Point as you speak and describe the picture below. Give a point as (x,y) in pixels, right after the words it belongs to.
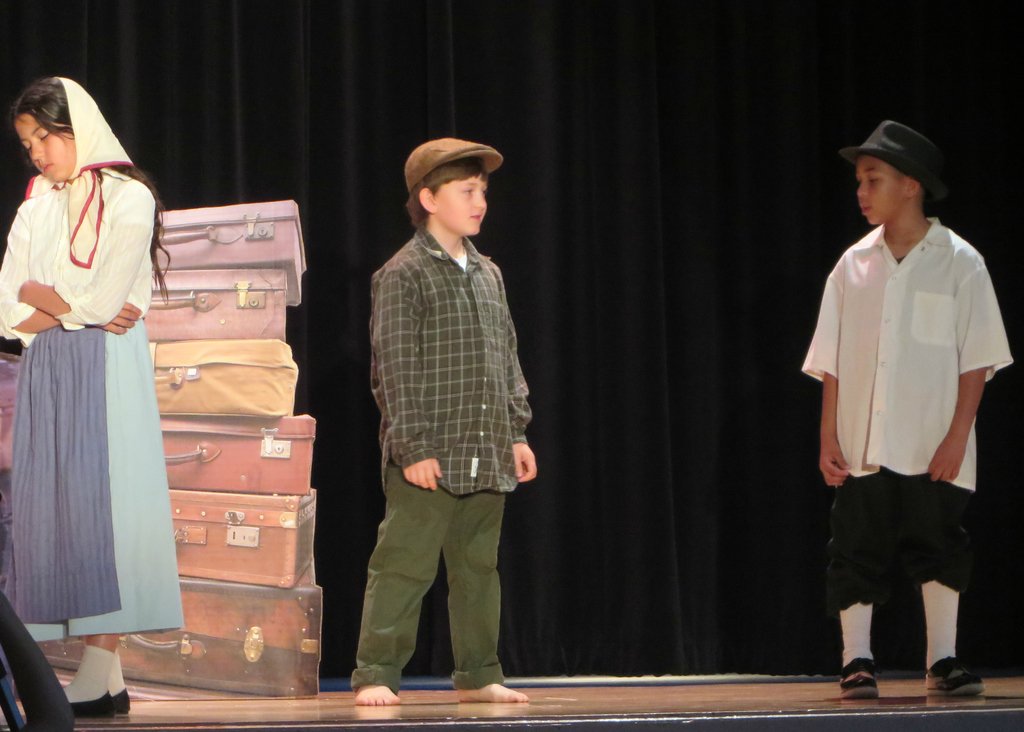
In this picture we can see one lady (76,245) and two boys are standing, behind there are some luggage (217,444), back side one cloth (344,551) is hanged.
